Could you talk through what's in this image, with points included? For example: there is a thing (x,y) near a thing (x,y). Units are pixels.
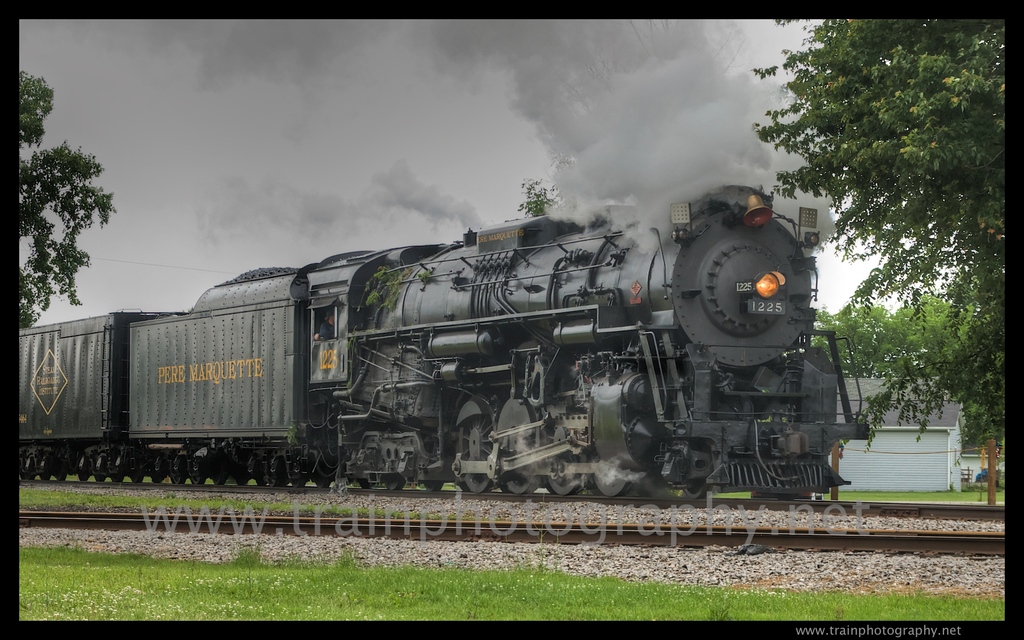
In the center of the picture (632,256) there are railway tracks (590,535) and a train (568,356). In the foreground (89,567) there are stones (509,552) and grass (209,580). On the right (855,391) there are trees (964,431) and houses (916,446). On the left (47,152) there is a tree (47,152). At the top (689,116) there is smoke (688,178).
